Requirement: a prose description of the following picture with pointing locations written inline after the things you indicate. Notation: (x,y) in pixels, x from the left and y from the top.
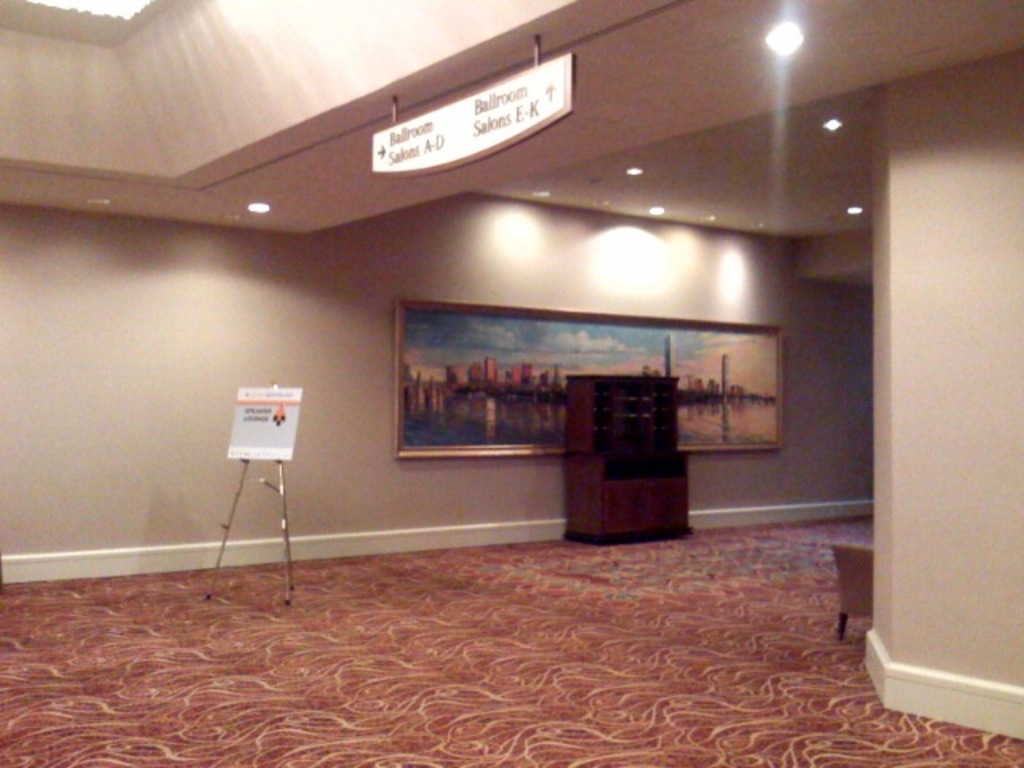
In this picture there is a painting (587,331) on the wall (373,367), beside that we can see the wooden cupboard (668,390). On the left (273,435) there is a board (264,424) on the stand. At the top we can see the sign board (474,161) and lights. At the bottom (563,708) we can see the carpet (403,707).
